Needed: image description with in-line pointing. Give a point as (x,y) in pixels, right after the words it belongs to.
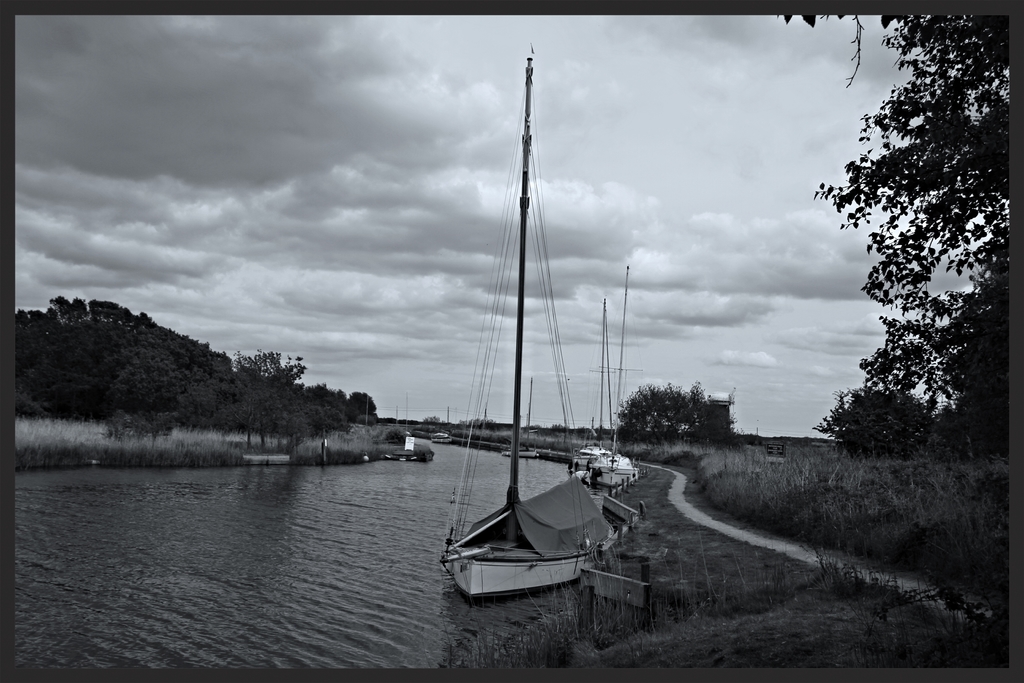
This is a black and white image. In this image we can see boats (545,497) on the water (378,514). Also there are poles (517,353). On the sides there are trees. On the ground (794,536) there is grass (818,527). In the background (476,174) there is sky (677,162) with clouds (677,162).
